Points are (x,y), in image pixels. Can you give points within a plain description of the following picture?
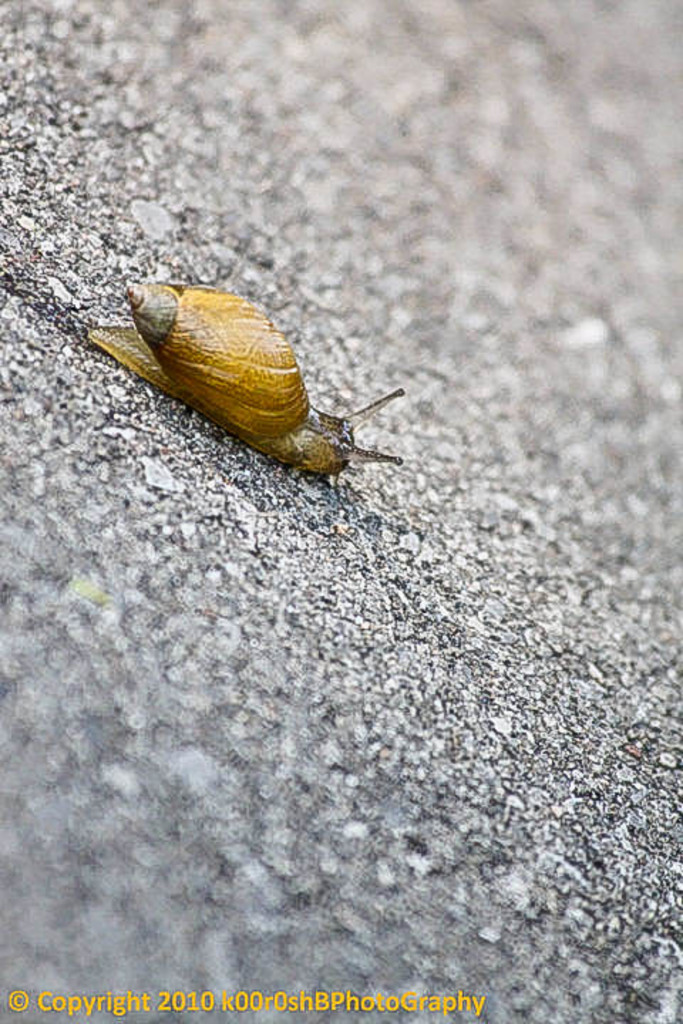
In this image, we can see a snail (263,377) which is on the surface of the ground (414,650).
